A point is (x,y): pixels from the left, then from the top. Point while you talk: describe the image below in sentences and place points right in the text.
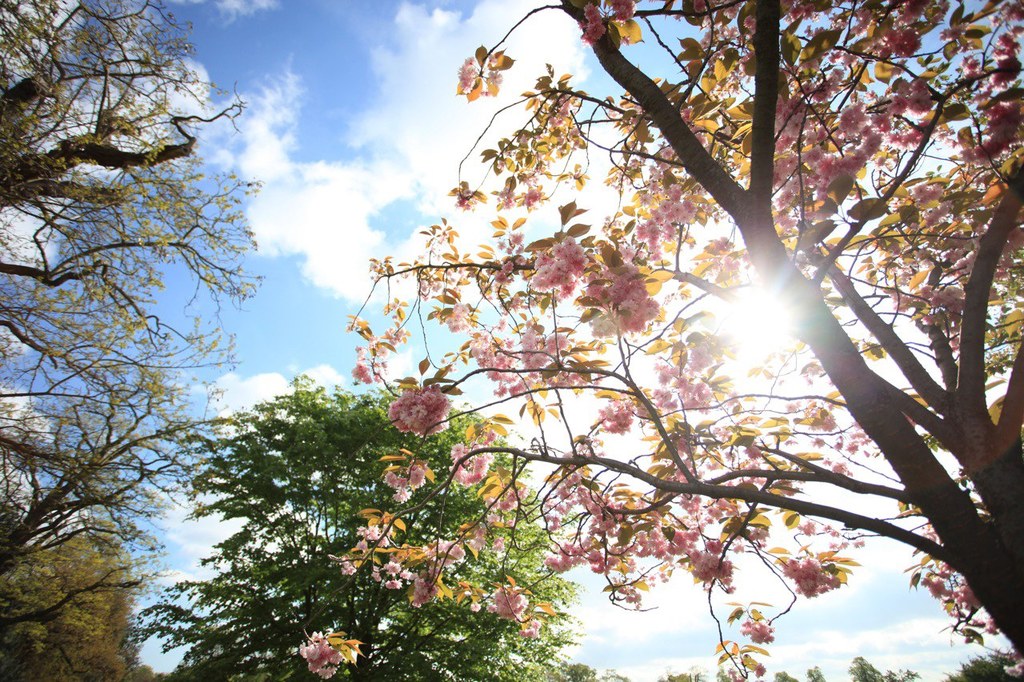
In this image there are trees (375,584) on top (264,155) there is sky (329,148).
